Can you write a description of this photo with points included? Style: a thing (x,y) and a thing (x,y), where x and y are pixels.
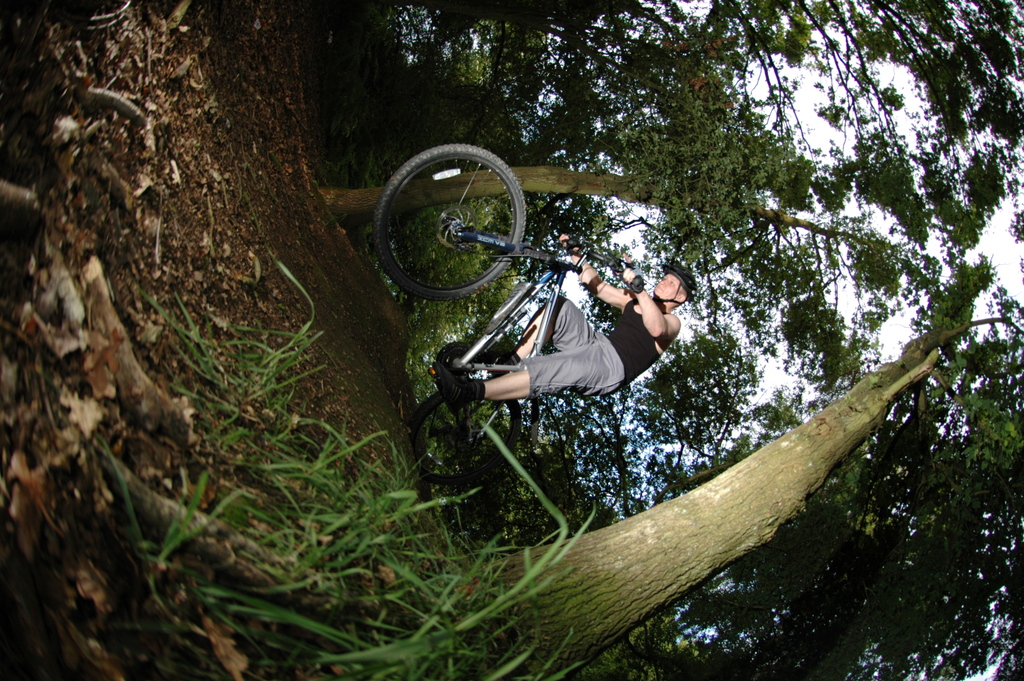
In this image we can see a person (592,336) wearing a helmet (690,280) is riding a bicycle (489,262) on the ground (312,388). In the background (1016,269), we can see a group of trees (671,587) and sky (940,262).
